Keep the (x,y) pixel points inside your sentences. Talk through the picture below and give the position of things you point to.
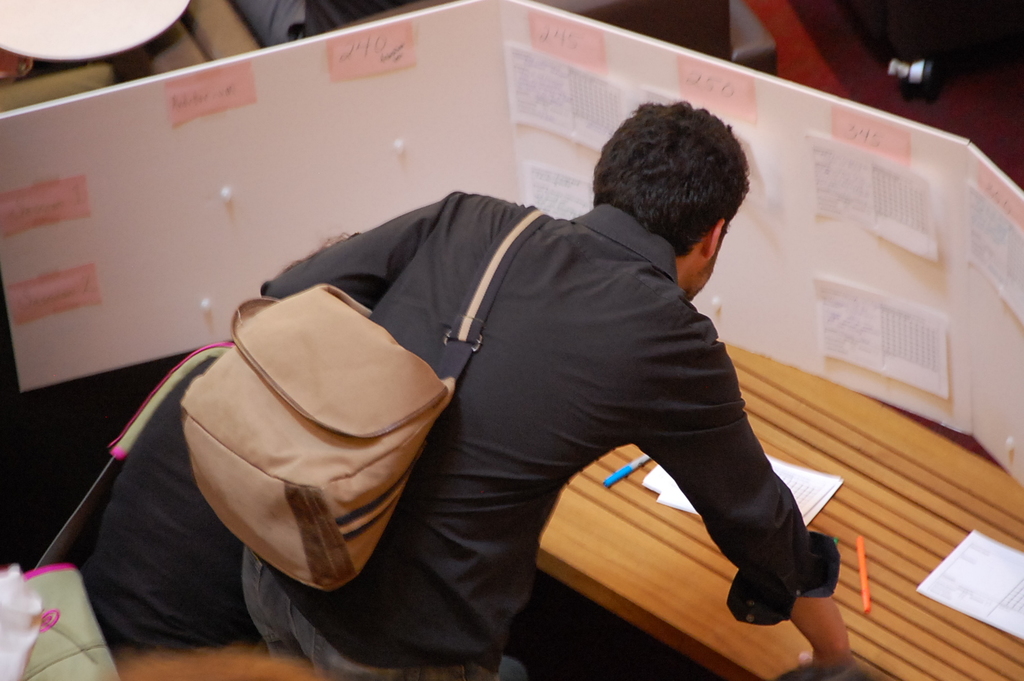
In this image there is a person (399,512) standing wearing bag (397,504) in front of table (927,540) where we can see there are some pens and paper (962,571).
